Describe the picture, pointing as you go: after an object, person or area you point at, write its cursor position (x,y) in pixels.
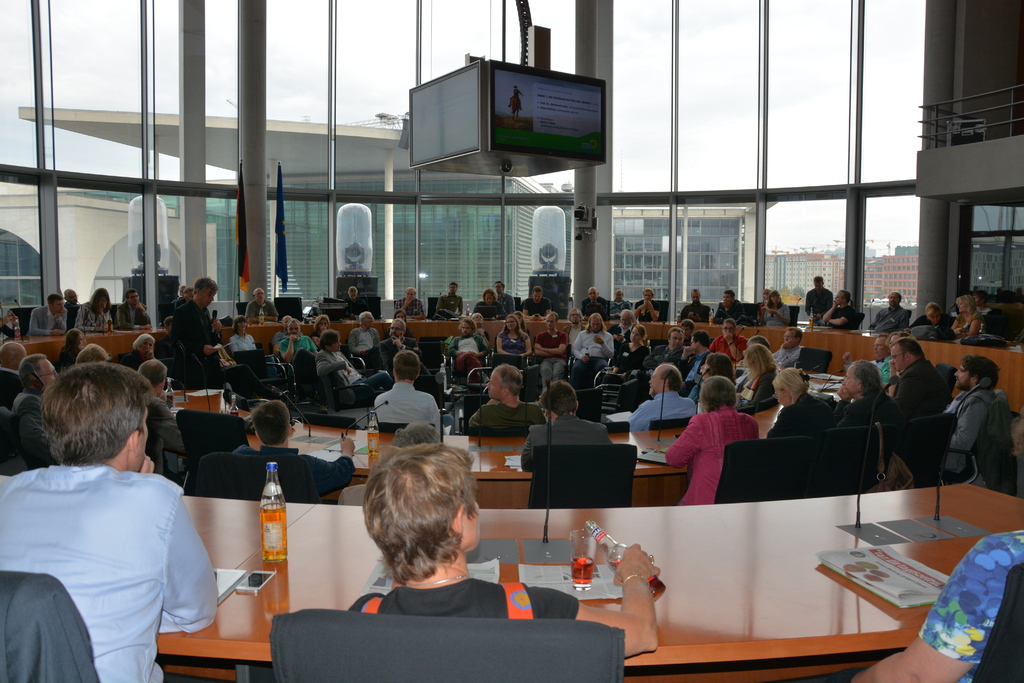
In a picture we can see that, there are many people (431,483) sitting in a circular table (764,411) facing each other oppositely. This is a bench (731,577) on which a glass (584,558) and a bottle (282,542) is kept. This are the microphones (890,382).
